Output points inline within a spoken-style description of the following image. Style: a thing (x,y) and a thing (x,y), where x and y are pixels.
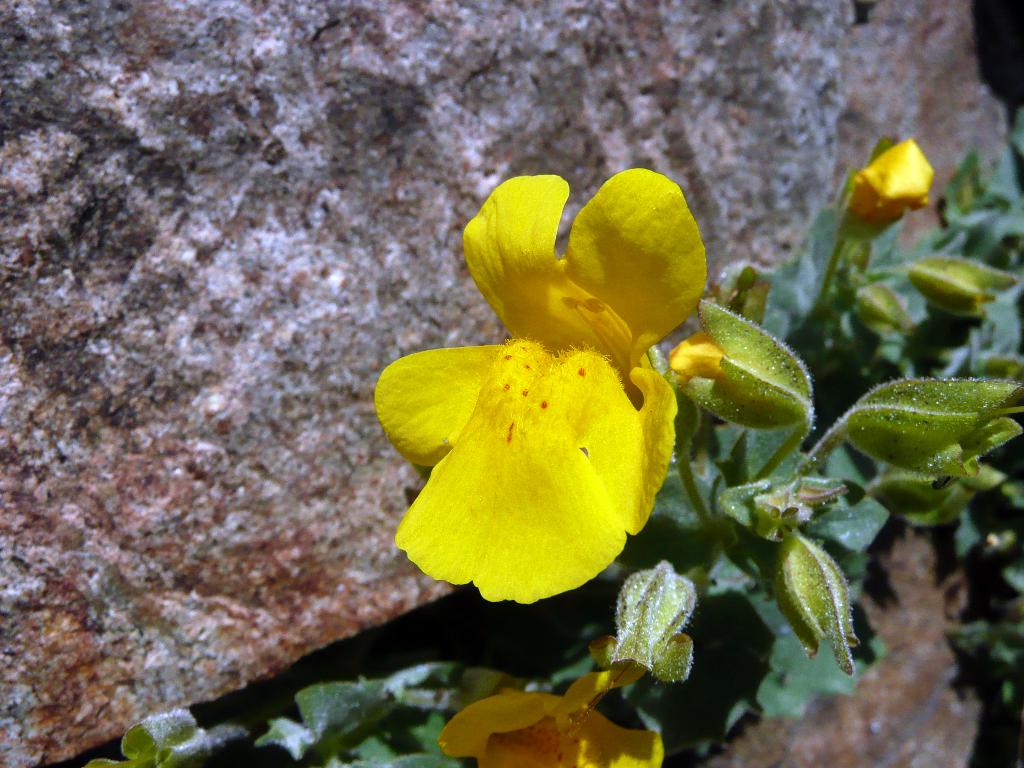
In this picture we can see there are plants (548,469) with yellow flowers (606,429) and buds (710,374). On the left side of the flowers (616,350), it looks like a rock (461,143).
